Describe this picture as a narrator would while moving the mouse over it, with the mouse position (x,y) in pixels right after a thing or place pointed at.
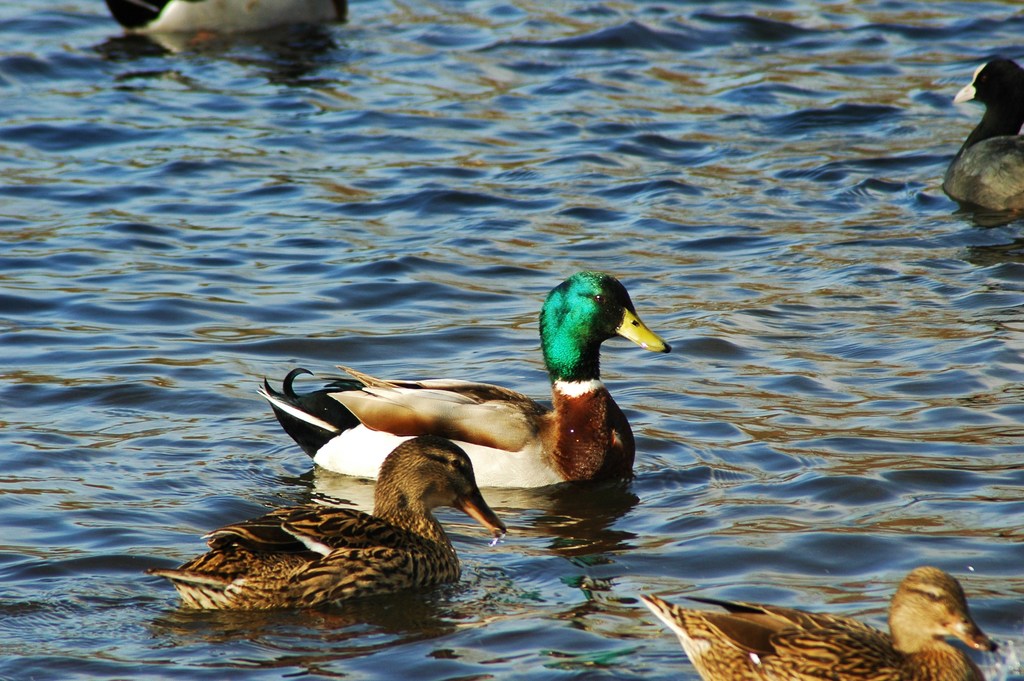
In this picture I can see ducks (613,431) on the water (630,201).
